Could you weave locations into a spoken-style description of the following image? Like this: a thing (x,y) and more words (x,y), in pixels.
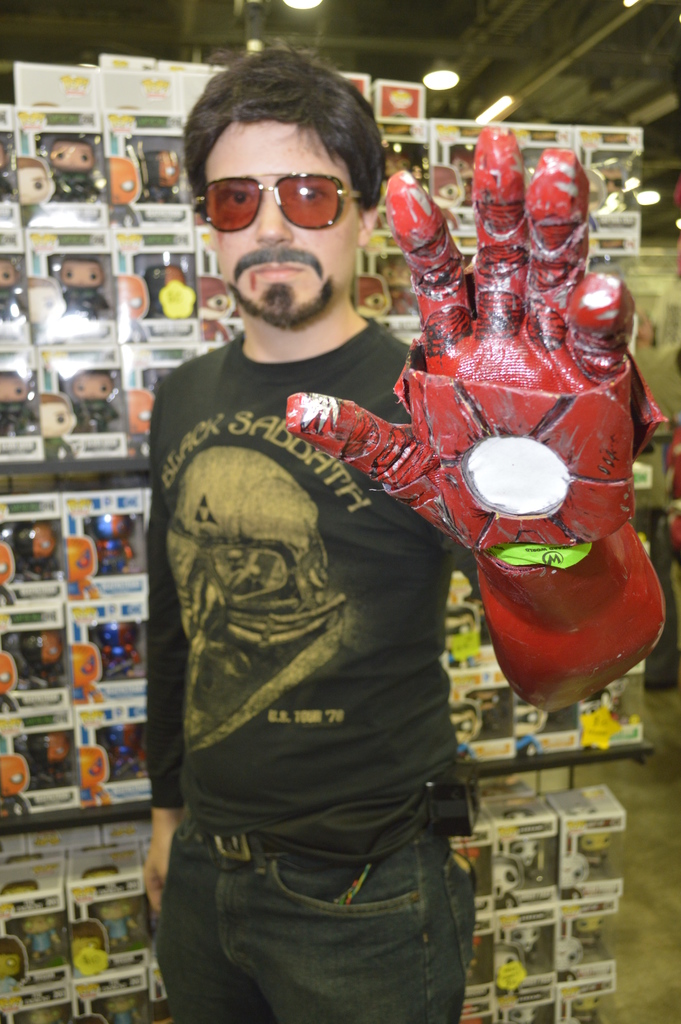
In this picture we can see a man (280,510), he wore spectacles (251,188) and a glove (486,477), behind to him we can find few toys (61,288) in the boxes (57,360), and we can see few lights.
